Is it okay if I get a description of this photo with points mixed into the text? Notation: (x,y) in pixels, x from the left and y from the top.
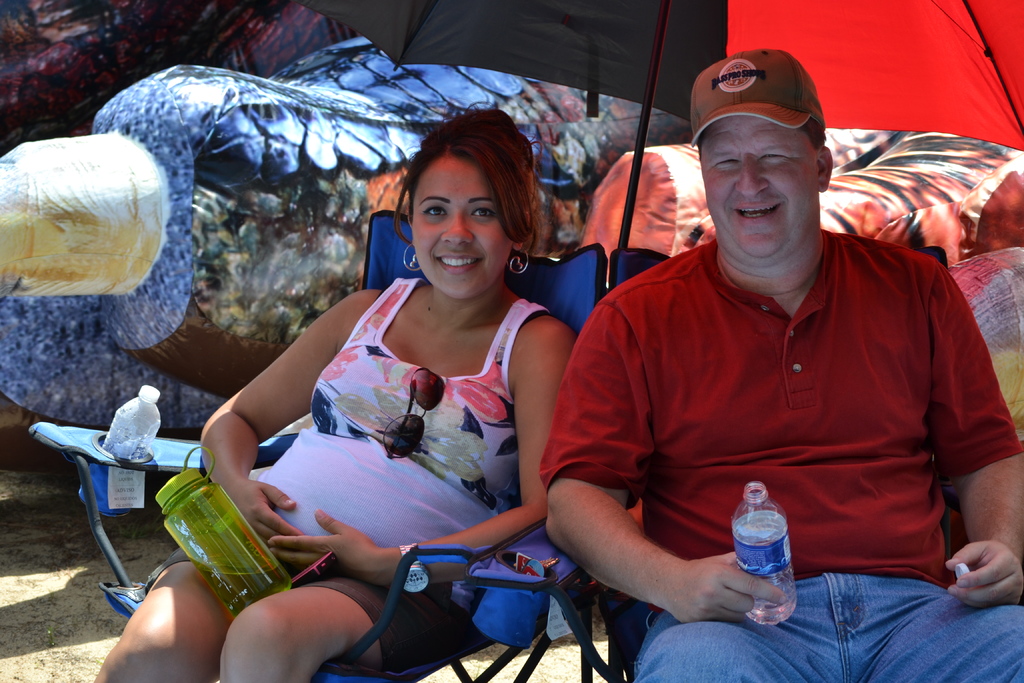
There is a woman (493,306) and man (583,408) sitting on a foldable chairs (515,615) under umbrella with a bottles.
